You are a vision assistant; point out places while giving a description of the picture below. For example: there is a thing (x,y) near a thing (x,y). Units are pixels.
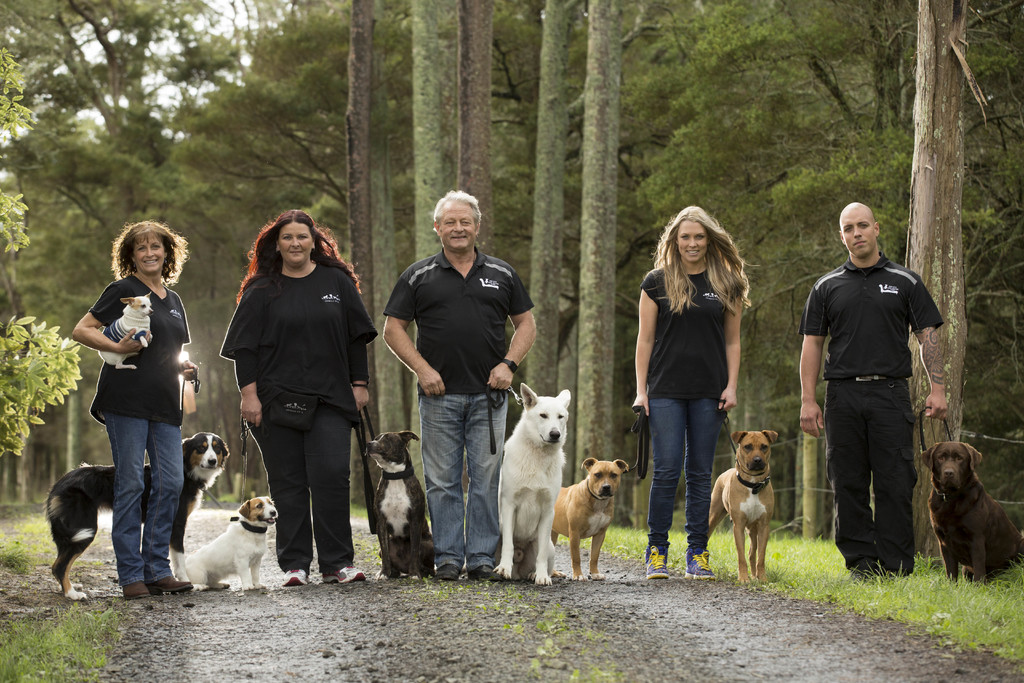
In this image we can see people (339,439) standing and there are dogs (974,511). On the left (143,398) there is a lady (142,289) holding a dog (138,335). In the background (105,192) there are trees (903,95). At the bottom (936,600) there is grass (810,582).
